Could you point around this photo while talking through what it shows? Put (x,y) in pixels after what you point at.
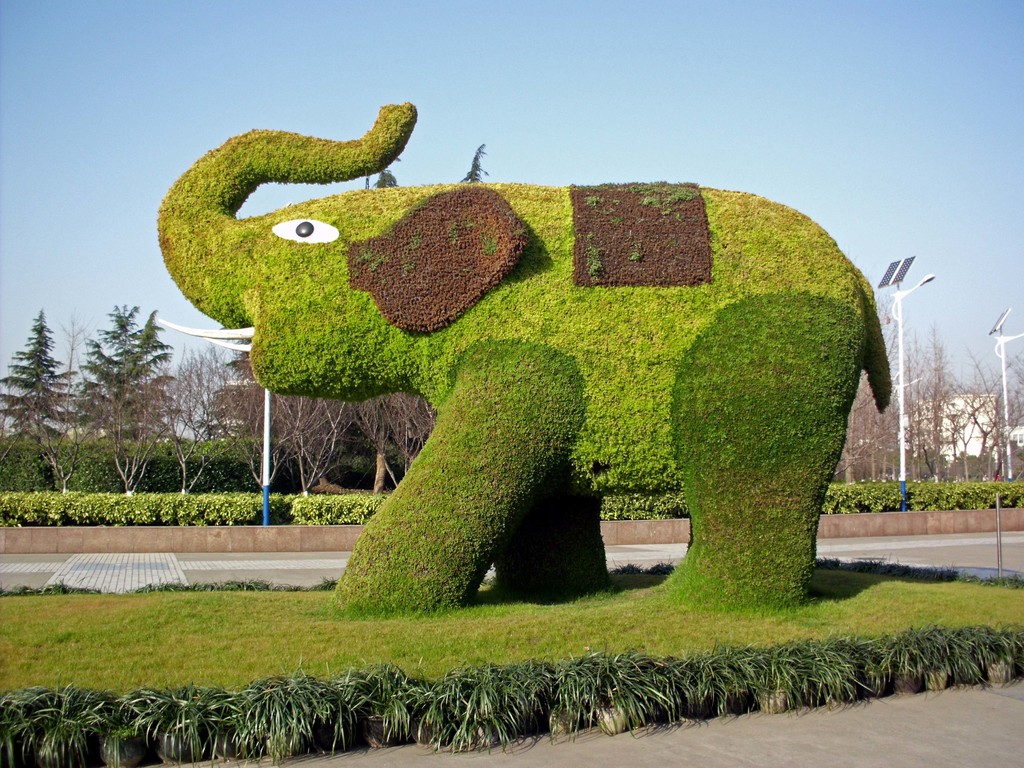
In this image there is a statue (548,365) of an elephant (541,393) in the center (588,360). On the right side (871,397) there are poles (904,417), there are dry trees (910,428), and plants (882,504). In the front (360,643) on the ground (377,642) there is grass (417,647). In the background (94,392) there are trees (161,419), plants (223,458), and there is a pole (269,466).
